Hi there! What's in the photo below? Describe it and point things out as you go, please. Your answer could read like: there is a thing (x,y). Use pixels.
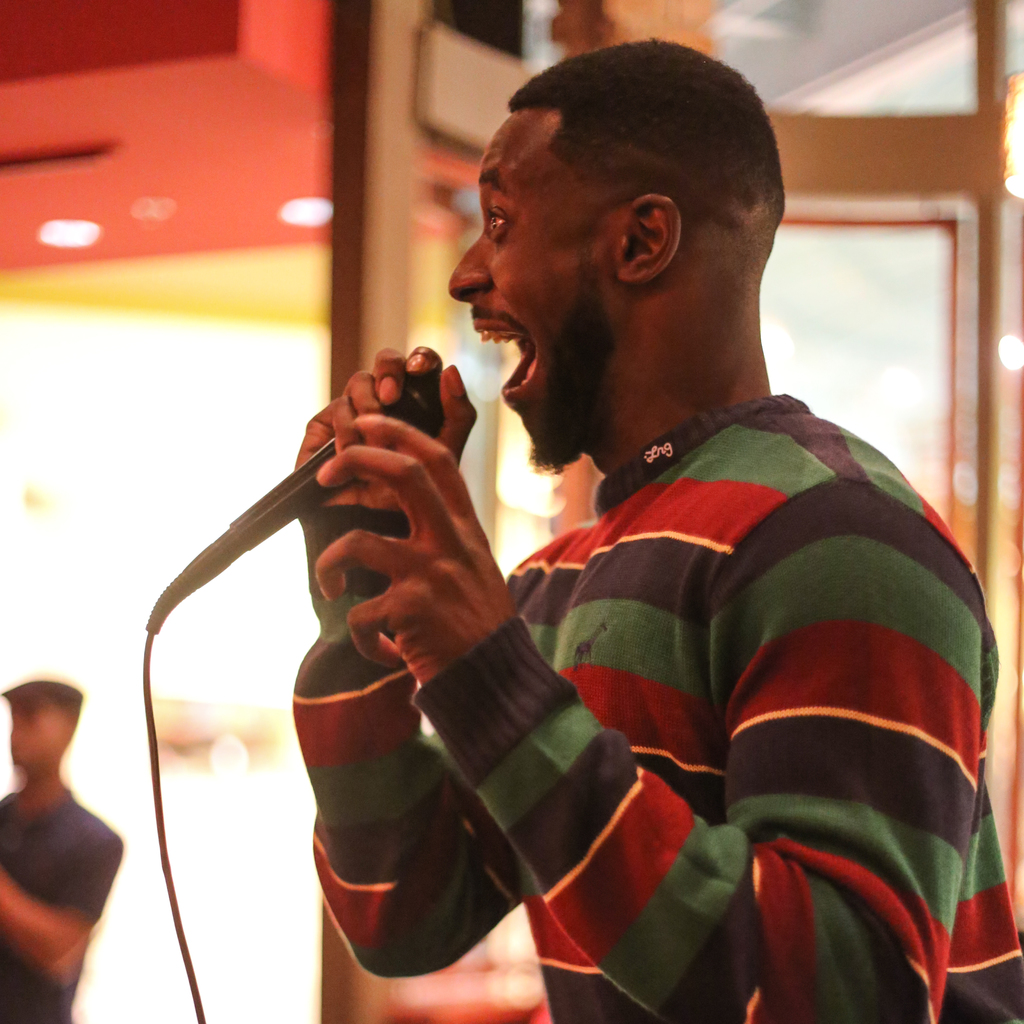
This image consist of a man (563,146) singing in a mic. He is wearing a sweater (761,723). In the background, there are doors (953,343).
